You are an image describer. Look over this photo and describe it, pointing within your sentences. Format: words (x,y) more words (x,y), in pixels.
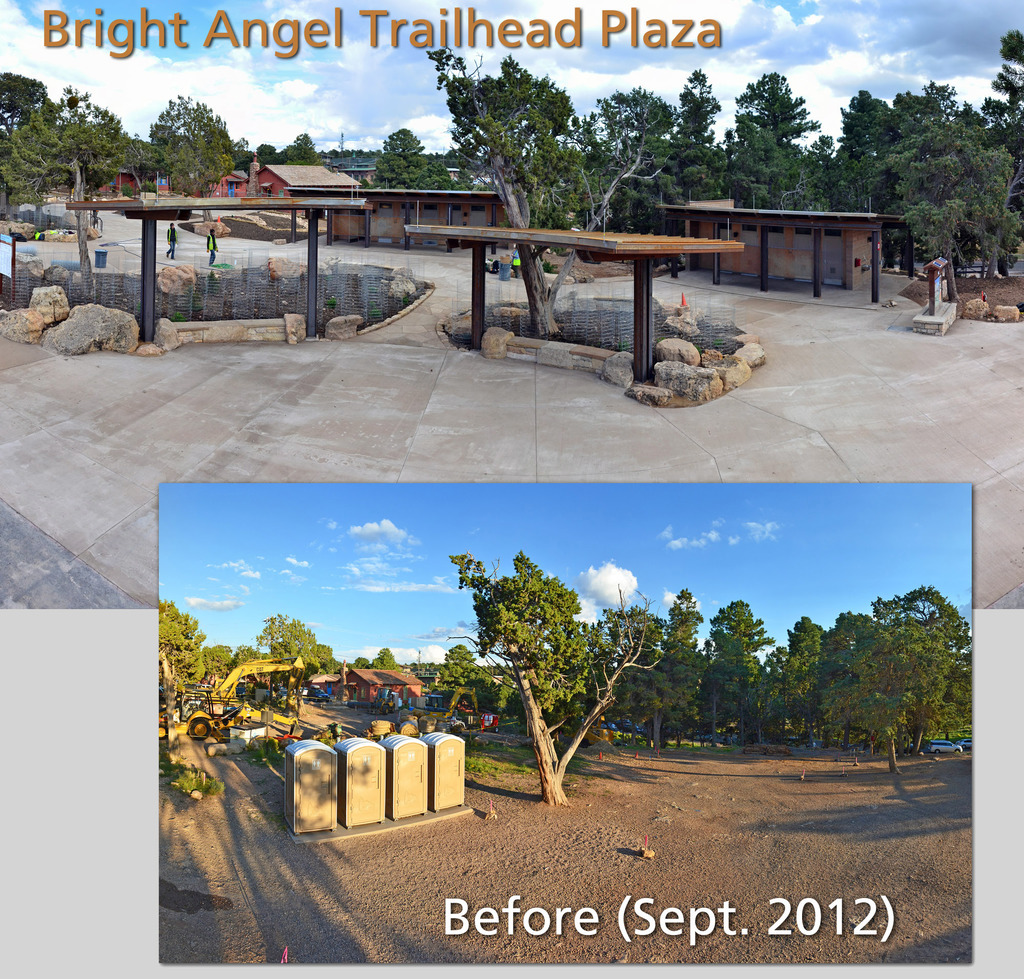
In the image it is a collage picture, in the first image there are shelters (313,201), houses (338,185), trees (516,143) and in the second image there are many trees (505,715) and other objects (458,797). There is some text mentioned at the top left (92,31) and bottom right corner of the image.
